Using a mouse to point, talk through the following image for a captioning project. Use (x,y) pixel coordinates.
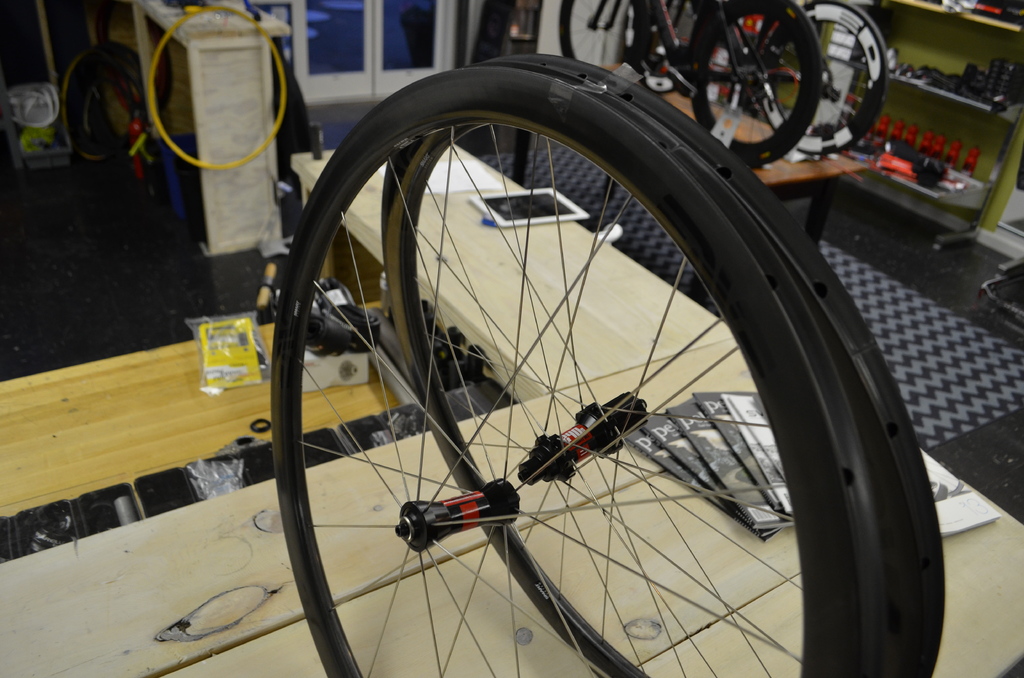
In this picture we can see tables (856,165), there are wheels (855,363), books (738,445), a tab (499,209) and a paper (436,183) present on this table (504,252), in the background (402,56) there is a door (403,30), we can see two bicycles (815,68) on this table (798,175), on the right side (1000,104) there are shelves (908,86), we can see some things (1003,78) present on these shelves (987,136), on the left side (150,88) it looks like a pipe (164,130).
